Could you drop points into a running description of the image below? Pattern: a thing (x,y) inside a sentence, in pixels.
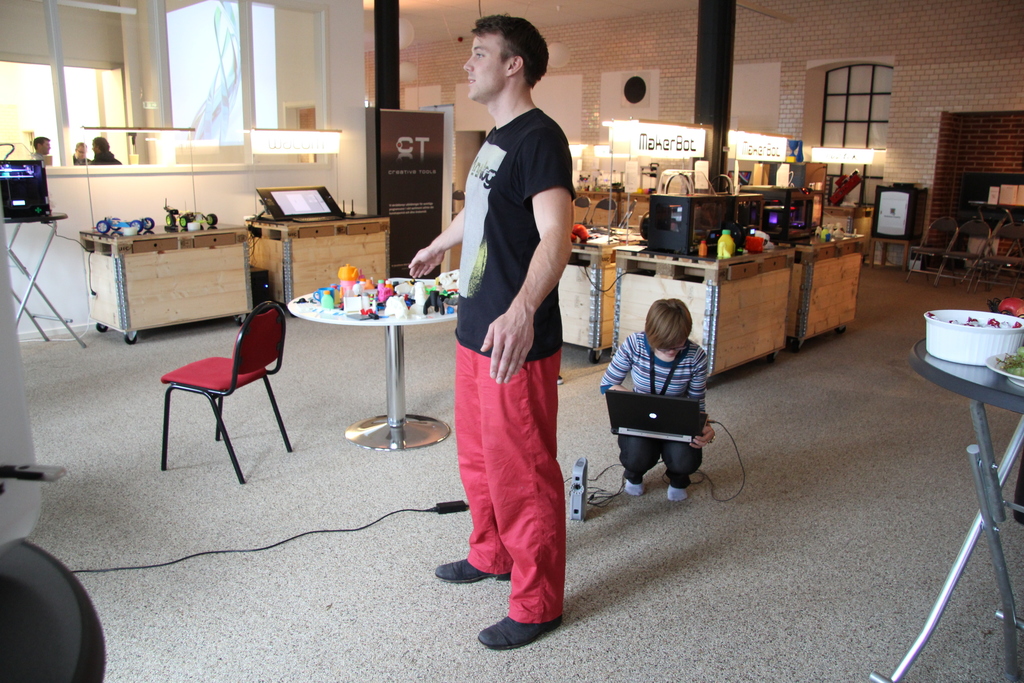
In the image we can see there is a person (462,349) who is standing and behind there is a woman (641,363) who is sitting and holding laptop (657,422) in her lap (653,462) and at the back (685,233) there are electronic items (750,229) on the table (799,287). There are water bottle (735,241) and other household related items (817,230). On the table (991,391) there is plate (1003,355) in which there are food items (1006,367) and in bowl (970,314) there are other food items (995,318). At the back (963,250) there are chairs (948,252) kept and the wall (920,91) is made up of bricks (957,47) and there is red colour chair (252,373) and on table (366,298) there are other household items (373,300) and over here we can see there are people (109,160) who are standing.
